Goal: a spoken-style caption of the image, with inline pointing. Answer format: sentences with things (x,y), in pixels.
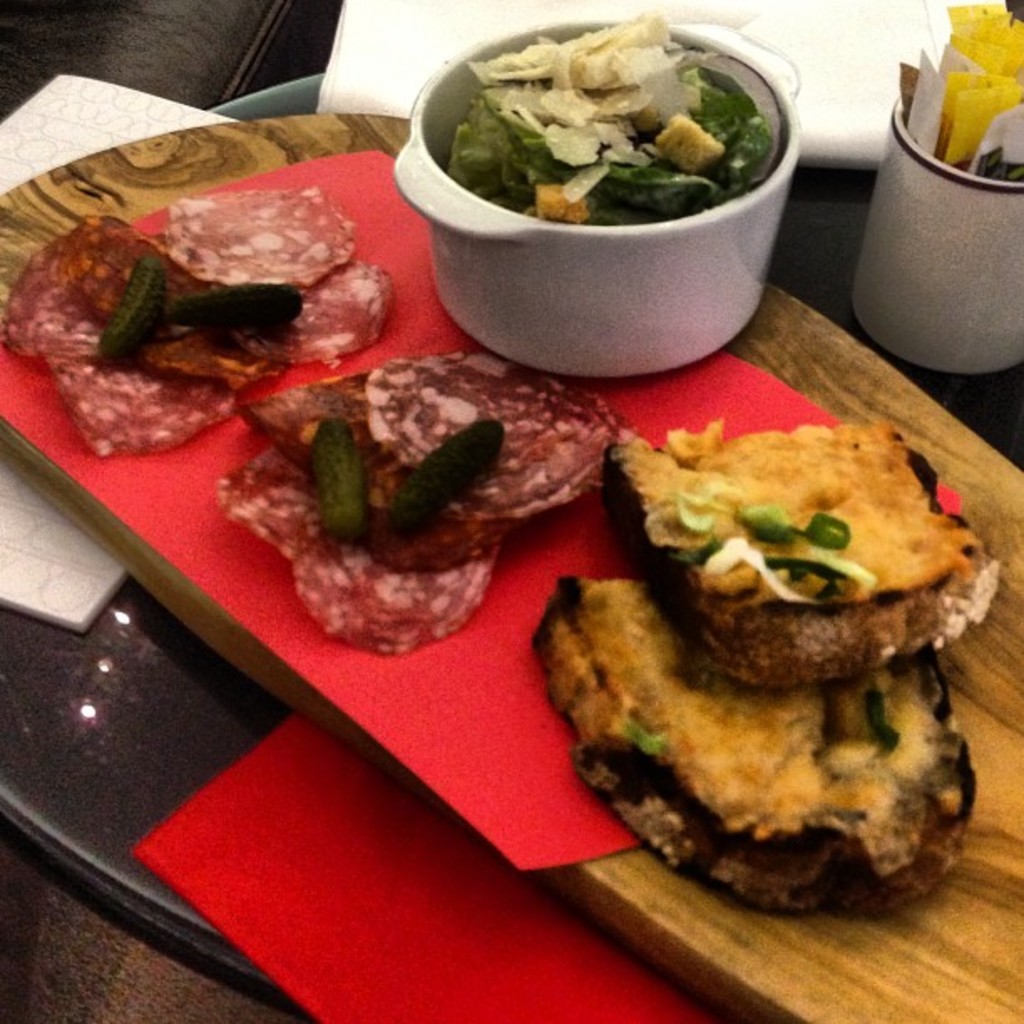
In the image there is a tray (16,698) with white paper (7,510) and red cloth (390,235). On that there is a wooden tray (392,148) with food items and also there is a bowl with food item (641,179) in it. On the right corner of the image (951,125) there is a cup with few items (966,126) in it.
